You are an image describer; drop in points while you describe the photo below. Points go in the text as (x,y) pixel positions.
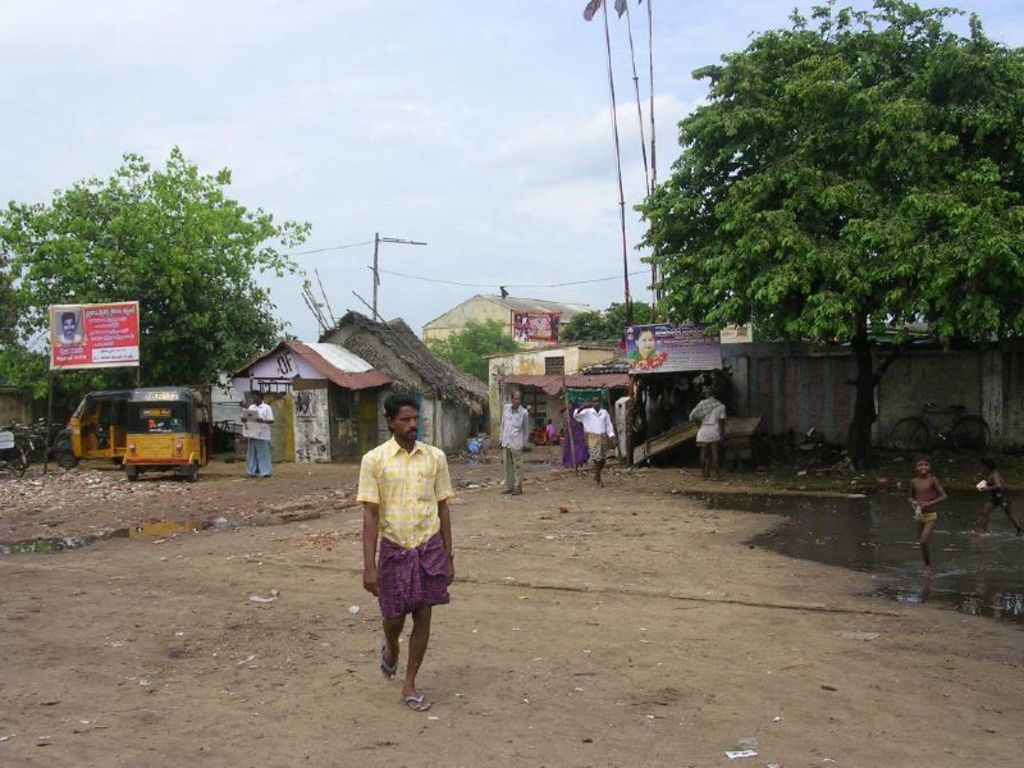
In this image there is a person (412,522) walking, and in the background (191,411) there are group of people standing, huts (325,355), houses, water (828,500), banners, vehicles (188,398), trees (490,334), poles (607,21) with flags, sky (263,98).
